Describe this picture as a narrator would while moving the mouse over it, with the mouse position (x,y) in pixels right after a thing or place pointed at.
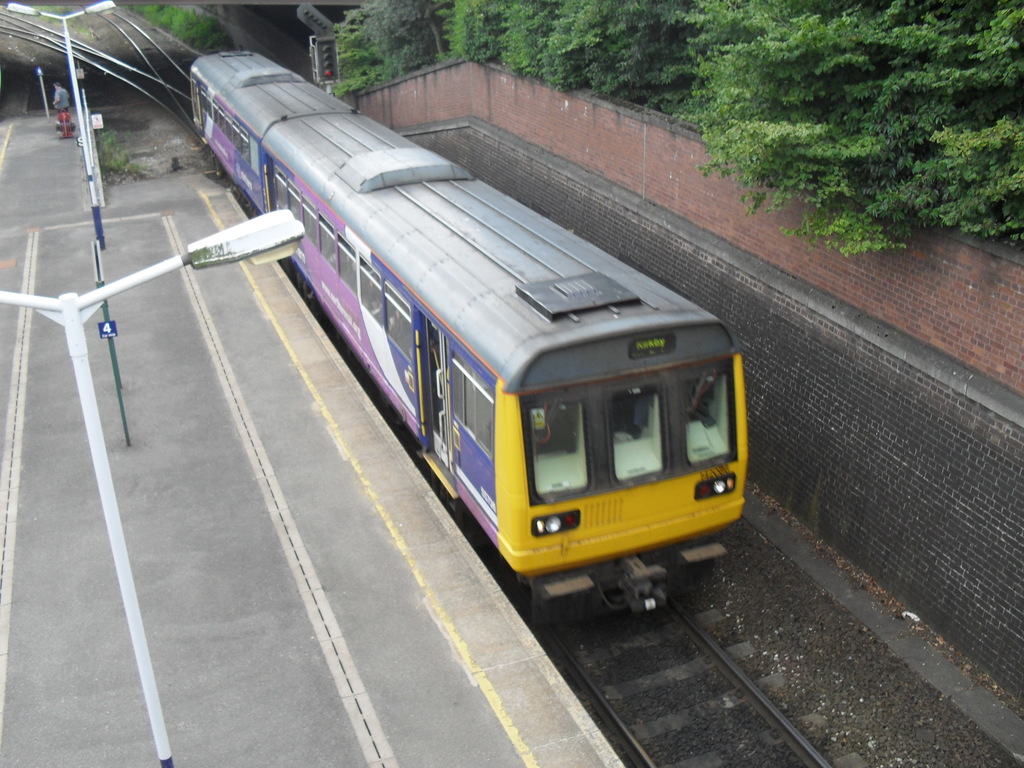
In the picture we can see a train (720,522) on the track (161,88) and beside it, we can see the platform (27,156) and on it we can see the poles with lights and on the other side of the train (631,371) we can see the wall (866,461) and behind it we can see the trees (912,50).
